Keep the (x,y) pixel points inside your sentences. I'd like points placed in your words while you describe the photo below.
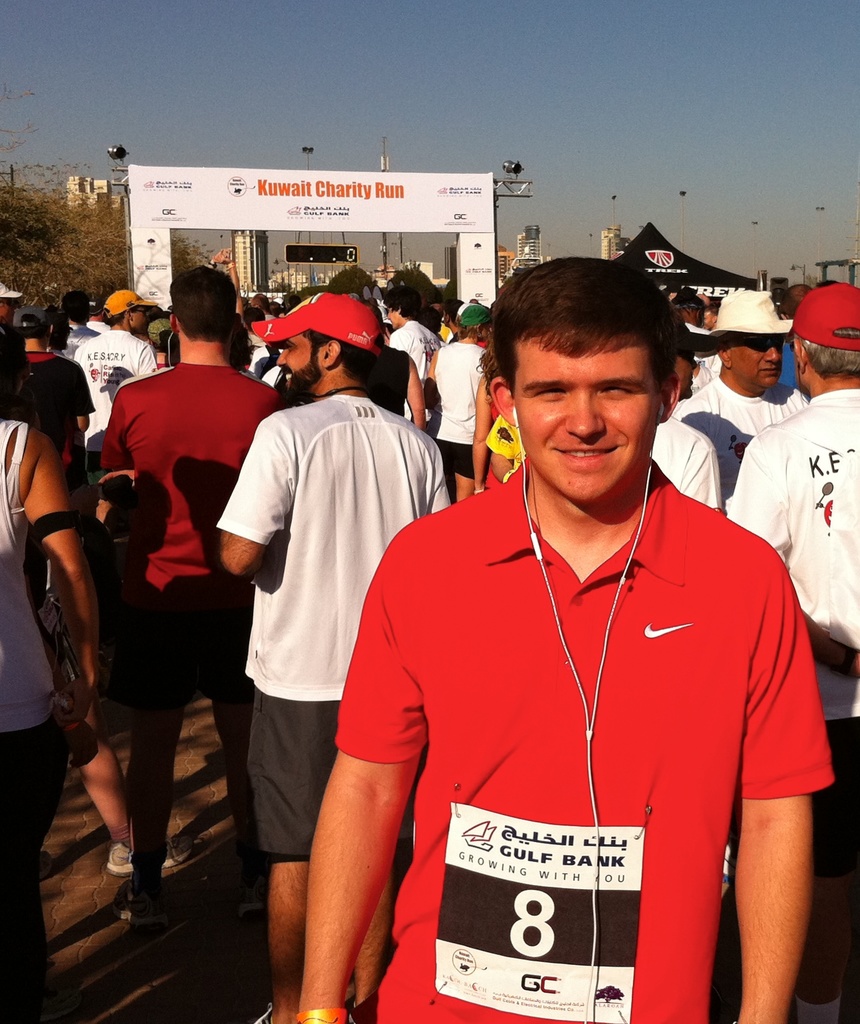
In this picture we can see a man (395,577) smiling, earphones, sticker (478,948) and at the back of him we can see a group of people (385,413) on the road (92,1016), arch (142,282), tent (660,282), buildings (72,183), trees (65,197) and some objects (549,260) and in the background (408,111) we can see the sky (385,41).
